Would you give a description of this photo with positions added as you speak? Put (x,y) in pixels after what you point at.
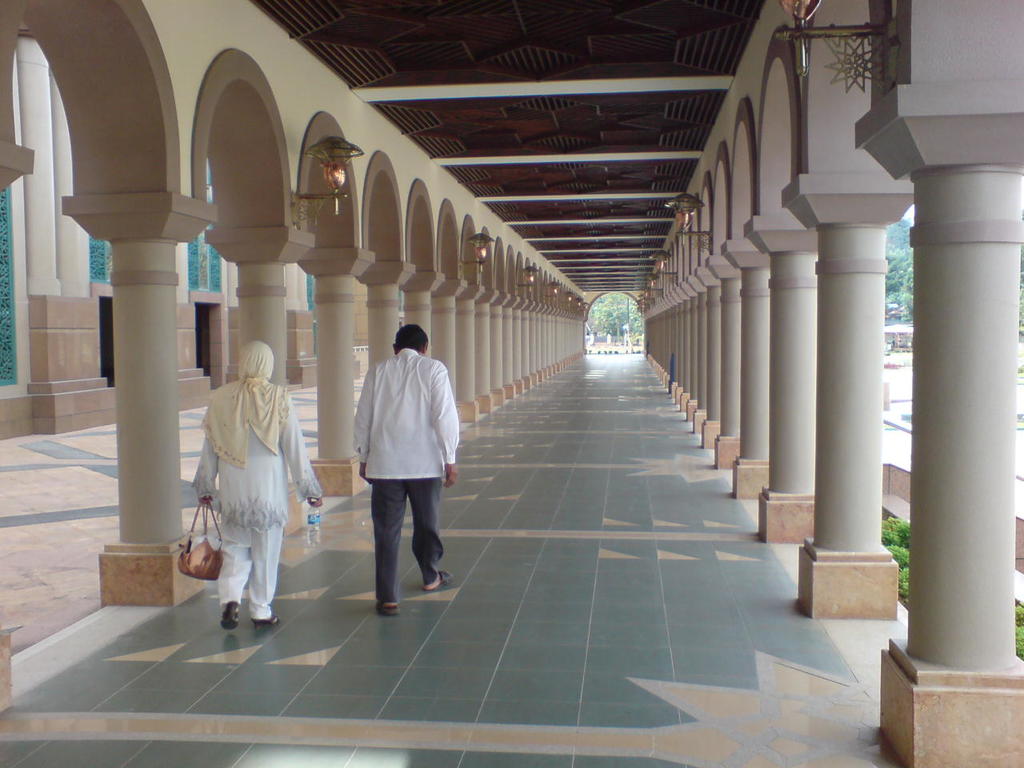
In this image we can see two persons (432,377) are walking on a ground (465,591), there are pillars (987,310), in front there are trees (908,259), there is a lamp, at the top (600,58) there is a roof (599,111).
